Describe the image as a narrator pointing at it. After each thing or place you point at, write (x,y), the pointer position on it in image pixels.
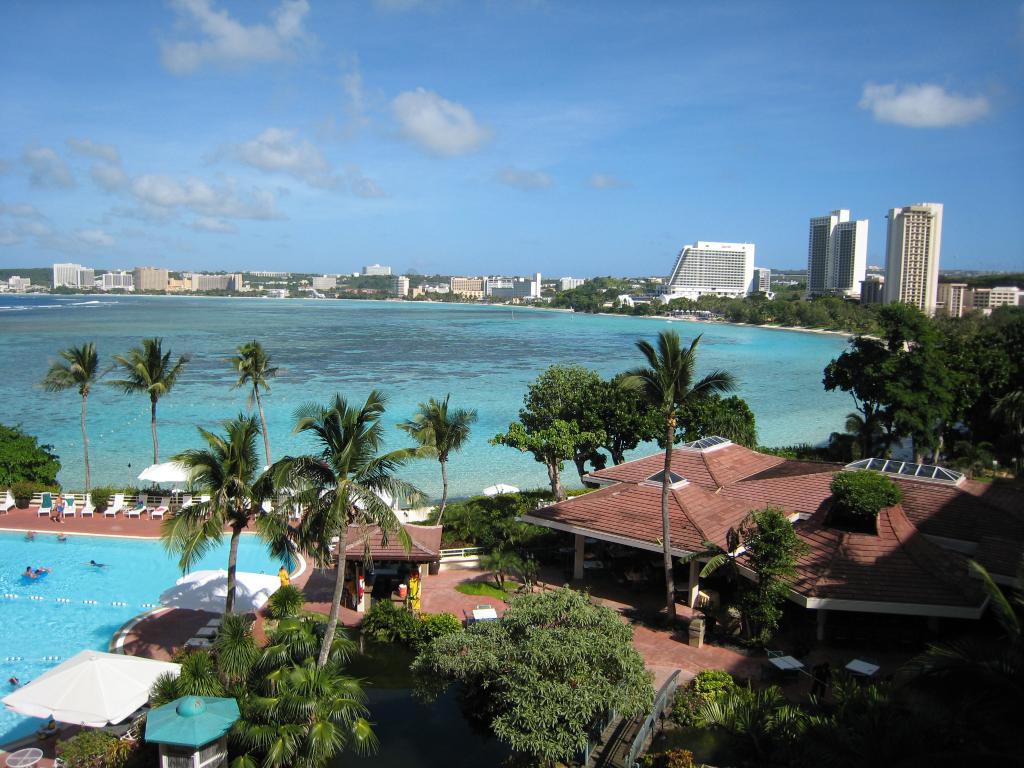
In the center of the image (343,391) there is a sea (362,381) and we can see trees (365,462). On the right (836,472) there is a shed (830,582). On the left (24,644) we can see a pool (115,603) and there are people (37,571) swimming in the pool (29,623). There are tents (109,702). In the background (882,280) there are buildings (59,279) and sky (495,185).
